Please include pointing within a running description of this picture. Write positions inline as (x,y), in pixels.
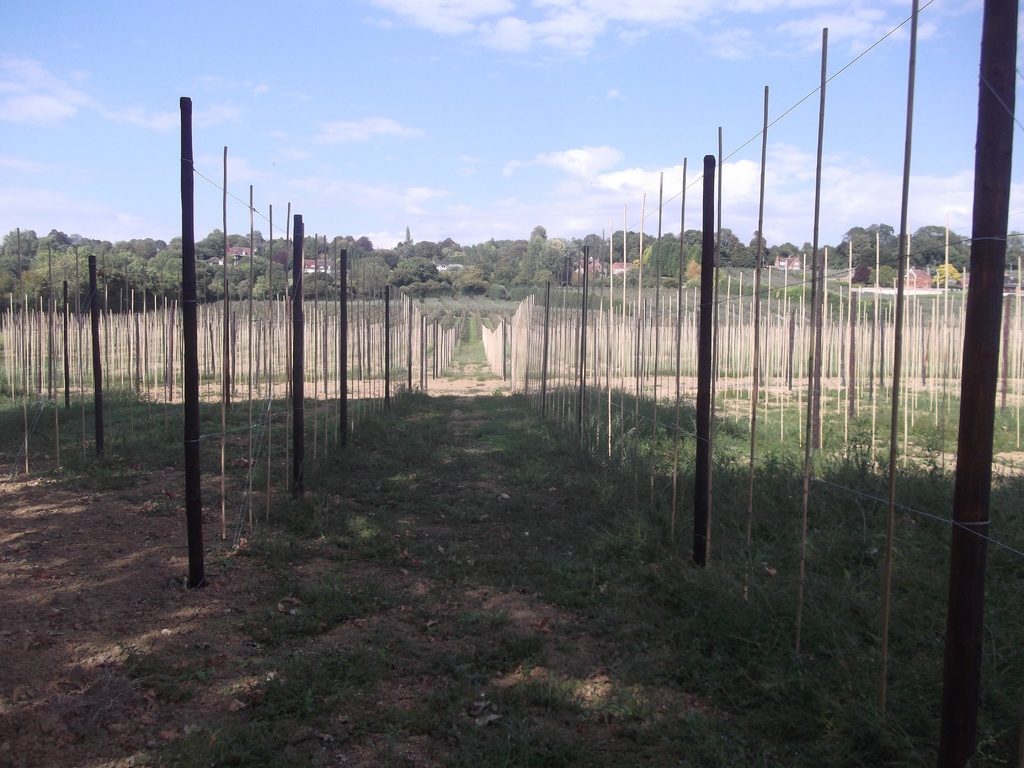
In this image we can see a group of poles (97,419), group of trees (557,268) and buildings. In the background (491,197), we can see the cloudy sky (500,161).
